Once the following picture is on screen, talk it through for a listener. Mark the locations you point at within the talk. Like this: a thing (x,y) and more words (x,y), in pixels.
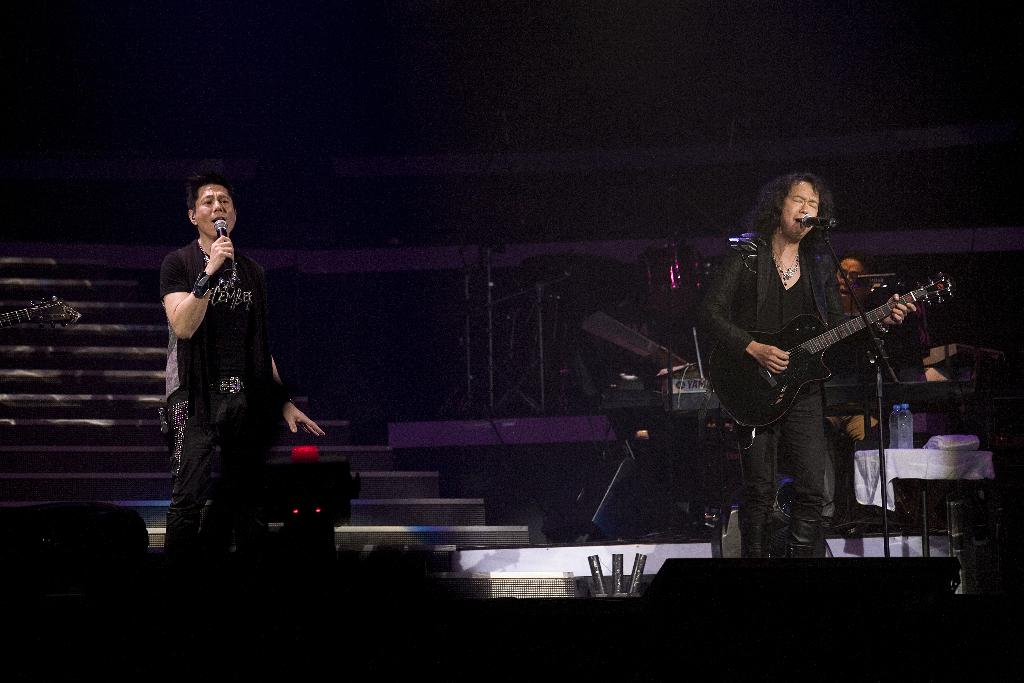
This image contains two persons (815,444) standing on the stage (414,540). They are wearing black jacket (194,380). Person (205,391) at the left side (210,338) is holding a mike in his hand (220,252). Person (786,266) at the right side of image (773,435) is playing a guitar (797,323). Before him there is a mike stand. Beside him there is a table (928,484) having few bottles (906,442) on it. Behind it there is a person (858,418) playing a musical instrument (888,396). There are few stairs (389,540). Before the person (178,545) there are few lights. Left side there is a guitar (44,323).
